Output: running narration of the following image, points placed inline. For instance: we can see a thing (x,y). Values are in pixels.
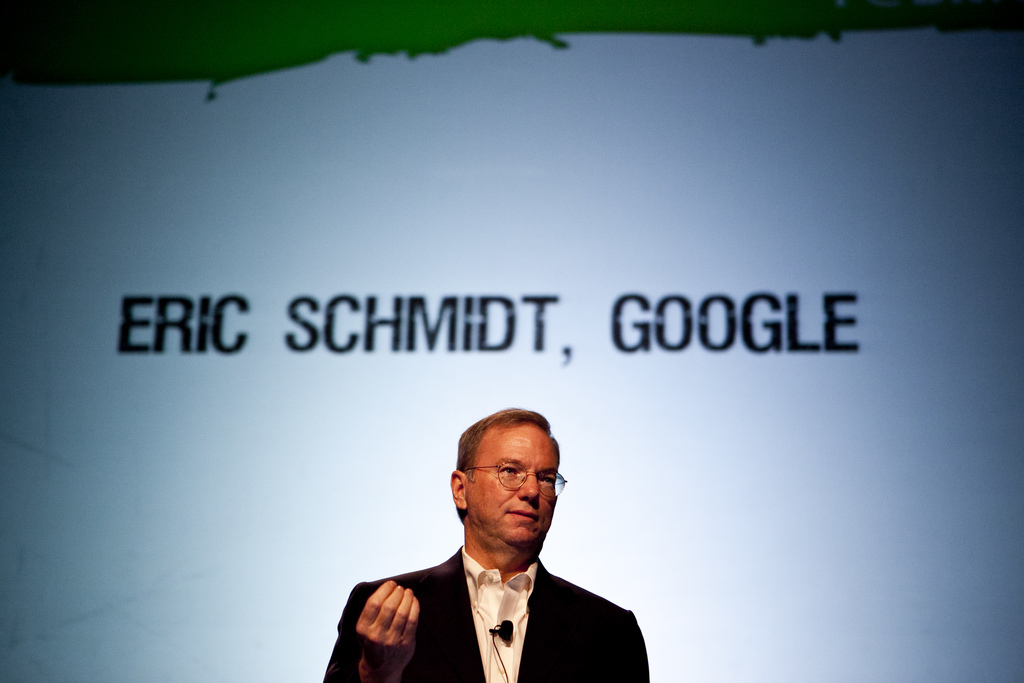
In this image there is a man (434,567) in the center (537,451) wearing a black colour coat (447,640) and white colour shirt (513,601). In the background (362,298) there is a screen (477,306) with some text (538,314) written on it.
